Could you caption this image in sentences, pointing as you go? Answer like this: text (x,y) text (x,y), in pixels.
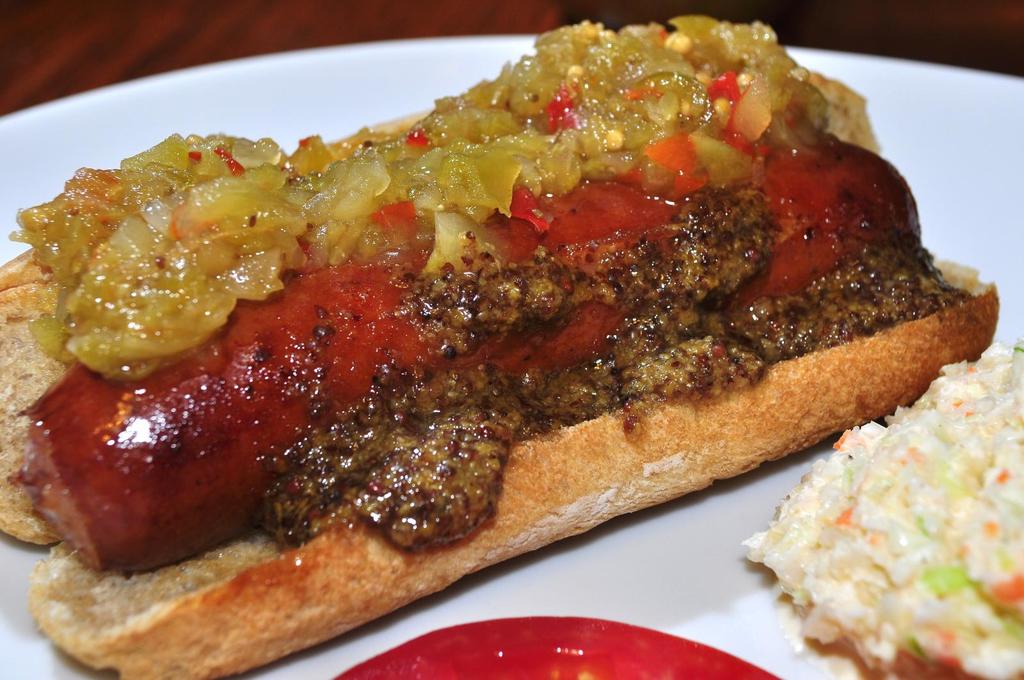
In this picture there are food items (609,437) on the white plate (702,521).
